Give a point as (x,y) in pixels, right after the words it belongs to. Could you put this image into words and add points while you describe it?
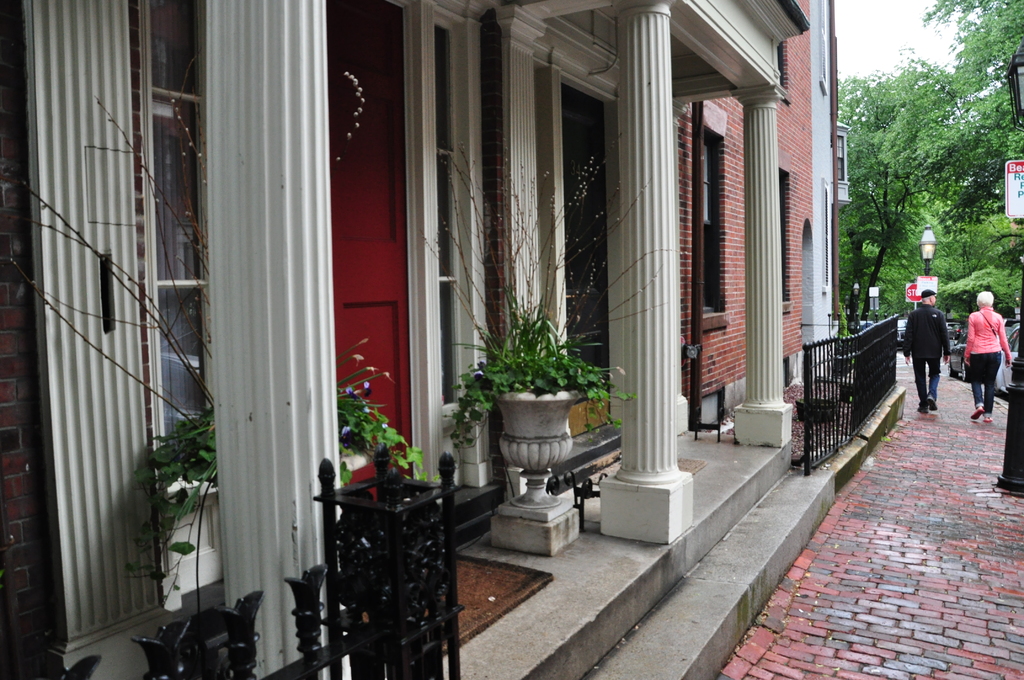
In this image at front (292,272) there is a building (299,286) and at the center (348,272) there is a door (361,210). In front of the door (385,383) there are two flower pots (528,443). We can see metal fence (873,379). In front of the building (587,459) there are street lights (1021,442). Two People (1004,329) are walking on the road (951,384). At the back side (900,5) there are trees (911,77) and sky (928,10).
